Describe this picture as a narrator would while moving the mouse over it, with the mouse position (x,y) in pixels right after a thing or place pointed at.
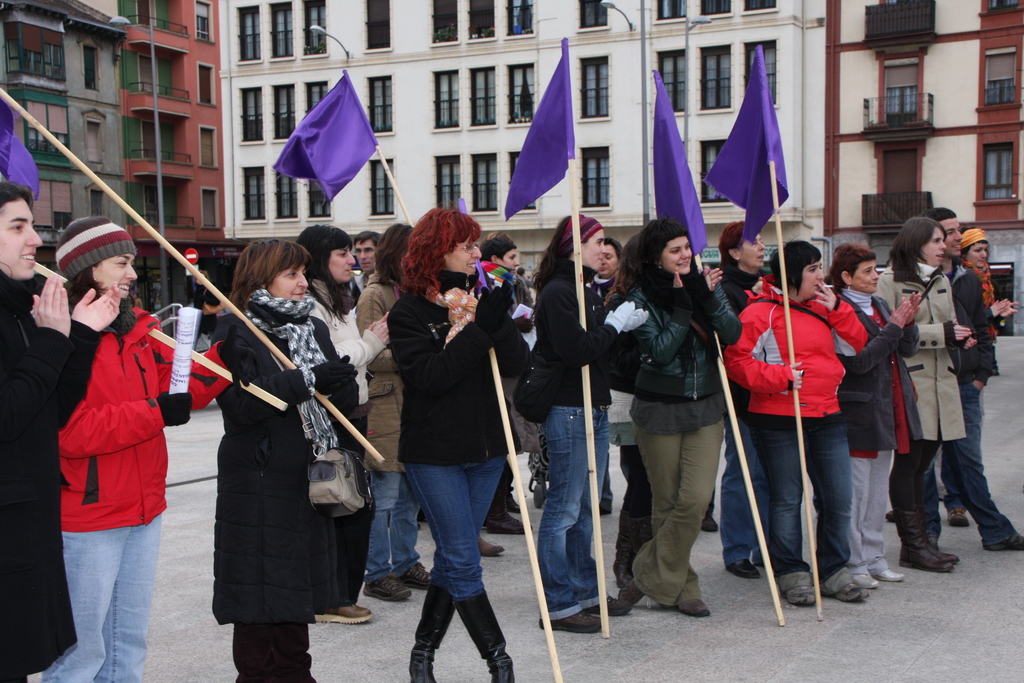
In this picture I can see a number of people (447,406) holding the flags (286,171). I can see the buildings (465,185) in the background (452,113).
